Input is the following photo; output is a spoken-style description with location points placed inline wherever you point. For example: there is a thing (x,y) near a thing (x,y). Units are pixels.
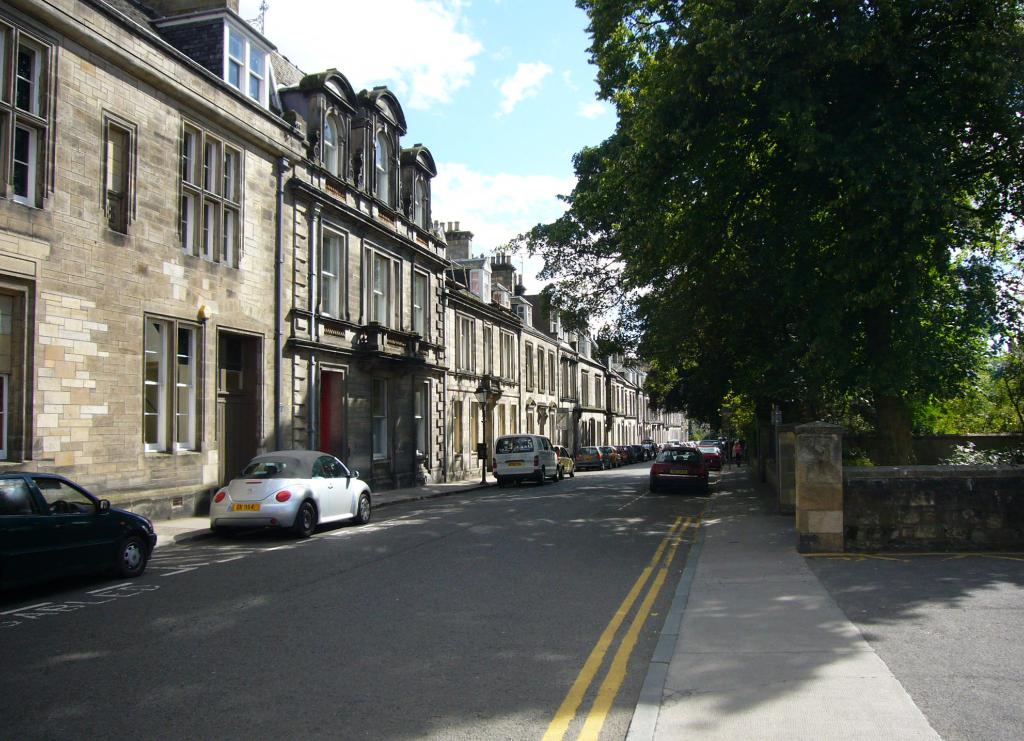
In this picture there are buildings (97,464) and cars (26,531) on the left side of the image (239,337) and there are many windows (192,450) on the buildings (229,364), there are trees (971,55) in the top right side of the image (923,115).
